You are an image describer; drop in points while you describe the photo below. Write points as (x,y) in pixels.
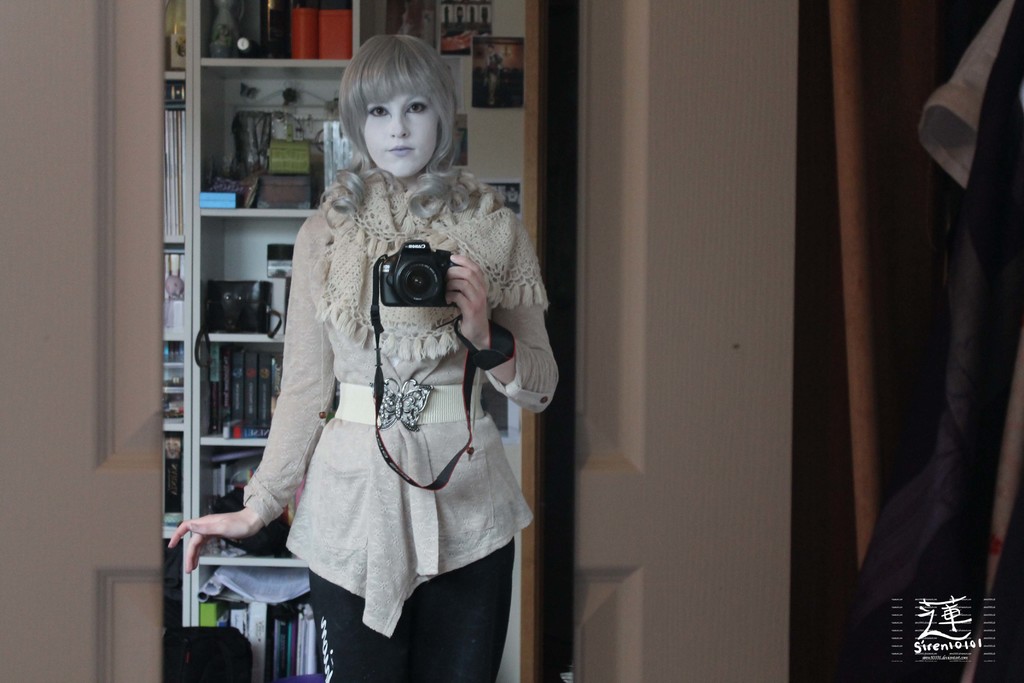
In this image we can see a woman (468,294) wearing a dress (509,385) and holding a camera (418,277) with her hand (455,293). In the background (244,326), we can see group of books (271,368) and objects (298,157) placed in racks (188,519), a door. To the right side (920,527), we can see some clothes (939,381). At the bottom (968,602) we can see a logo (938,615) and some text (950,602).
